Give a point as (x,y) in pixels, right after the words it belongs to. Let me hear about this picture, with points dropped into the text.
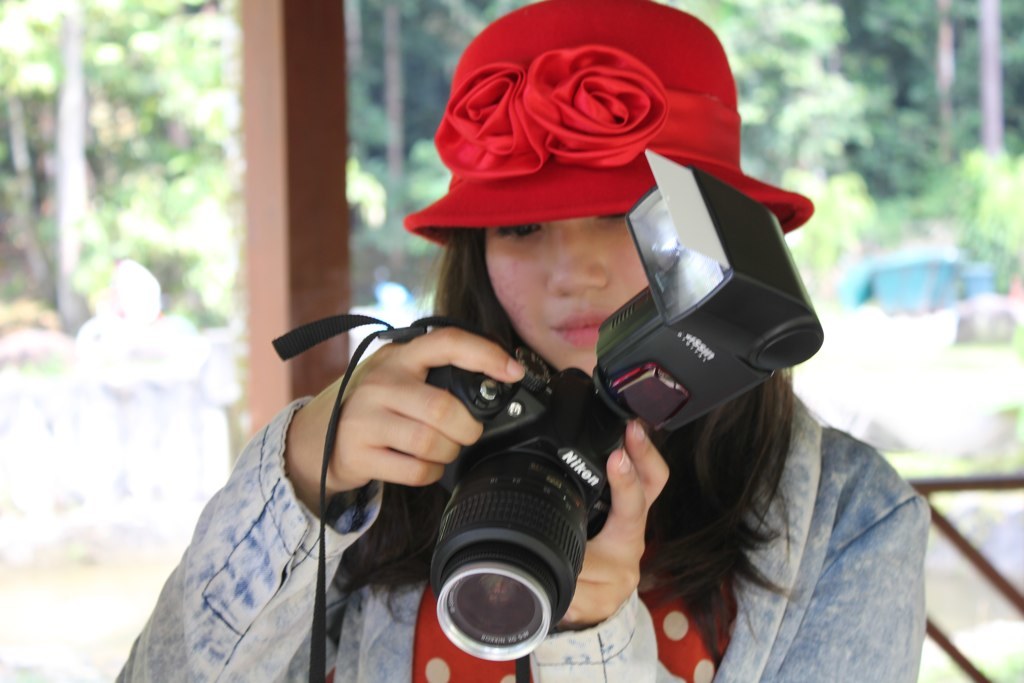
In this picture we can see a woman (186,610) who is holding a camera (575,462) with her hands (425,447). On the background (166,197) we can see some trees (962,4).
